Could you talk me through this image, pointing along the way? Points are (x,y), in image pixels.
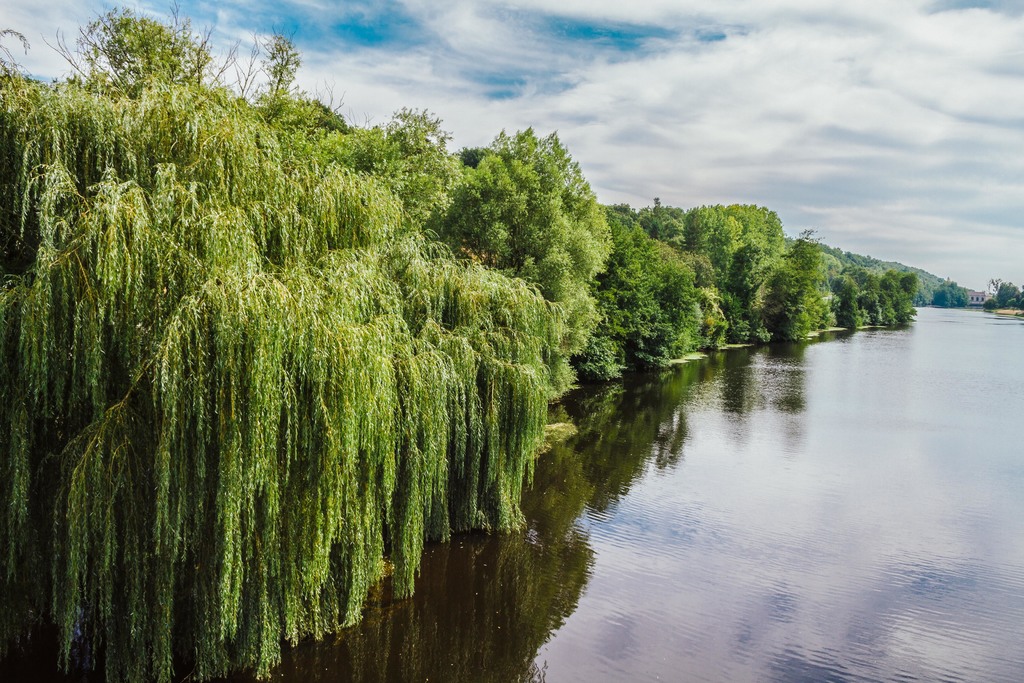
In this image there are trees (571,317). At the bottom (538,606) there is water (709,556). In the background (629,156) there is sky (644,82).
